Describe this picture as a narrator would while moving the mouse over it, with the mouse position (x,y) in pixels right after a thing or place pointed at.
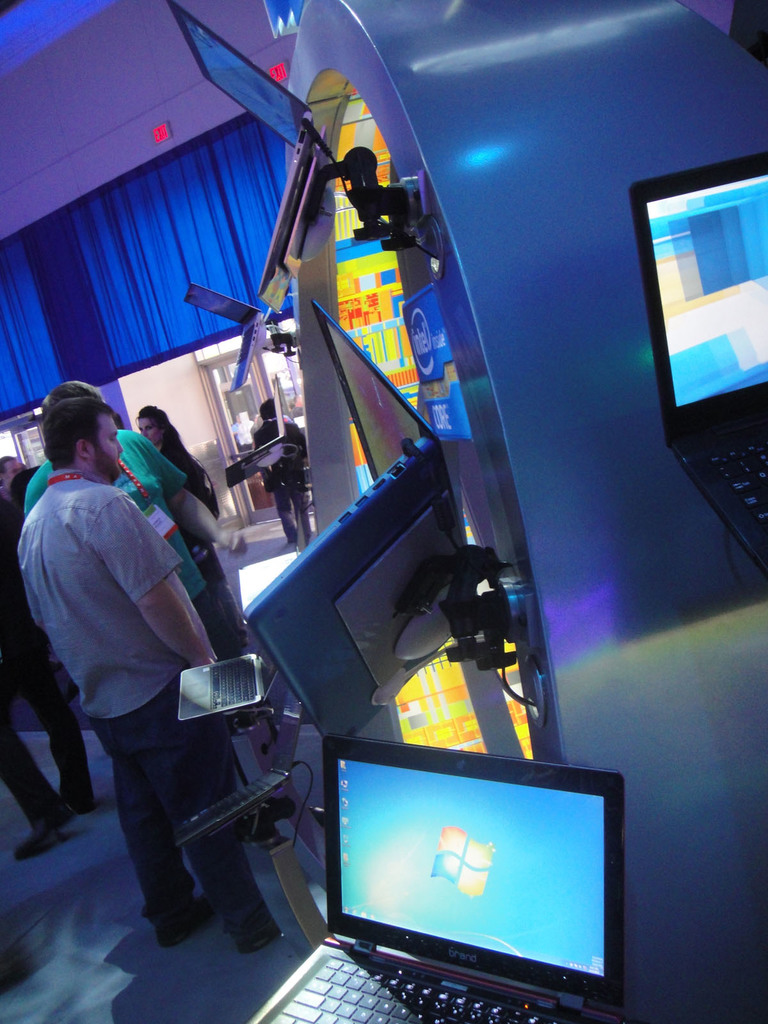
In this picture I can see laptops (468,968) with stands (475,618), there are group of people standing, and in the background (57,341) there are some objects (245,388).
